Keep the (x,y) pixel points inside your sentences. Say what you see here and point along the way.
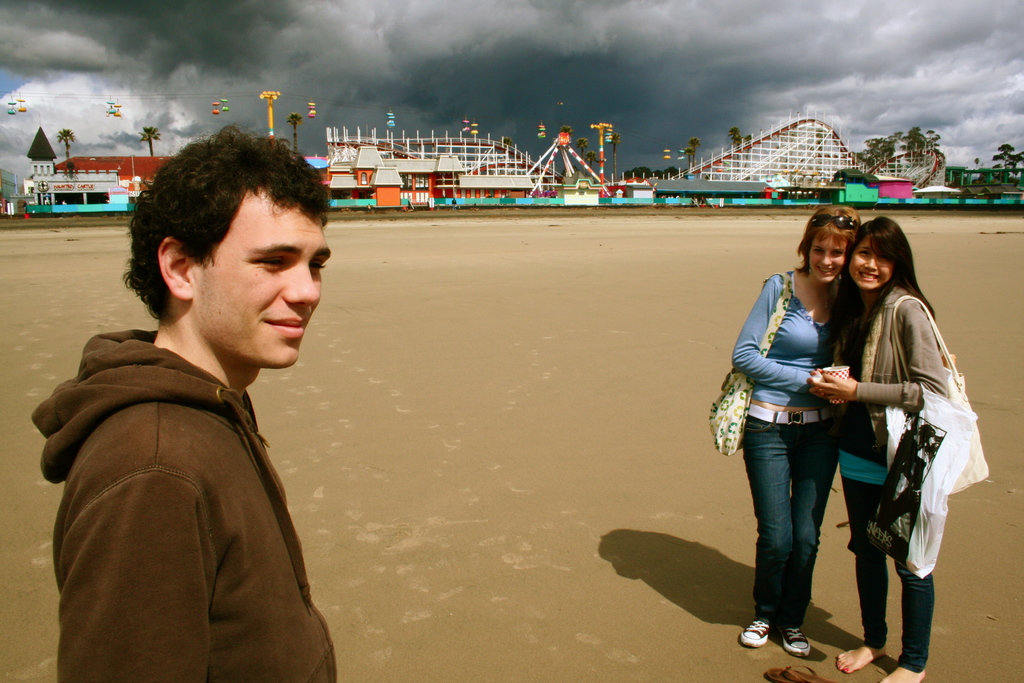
In this image on the right side (775,458) there are two girls (846,448) who are standing, and they are wearing bags (929,433). On the left side (212,473) there is one person (212,521) who is standing, and in the background (144,181) we could see some buildings (109,188), roller coasters (832,144), poles (538,178), lights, trees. At the bottom (554,506) there is a sand (518,392) and on the top of the image (464,99) there is sky (342,89).
